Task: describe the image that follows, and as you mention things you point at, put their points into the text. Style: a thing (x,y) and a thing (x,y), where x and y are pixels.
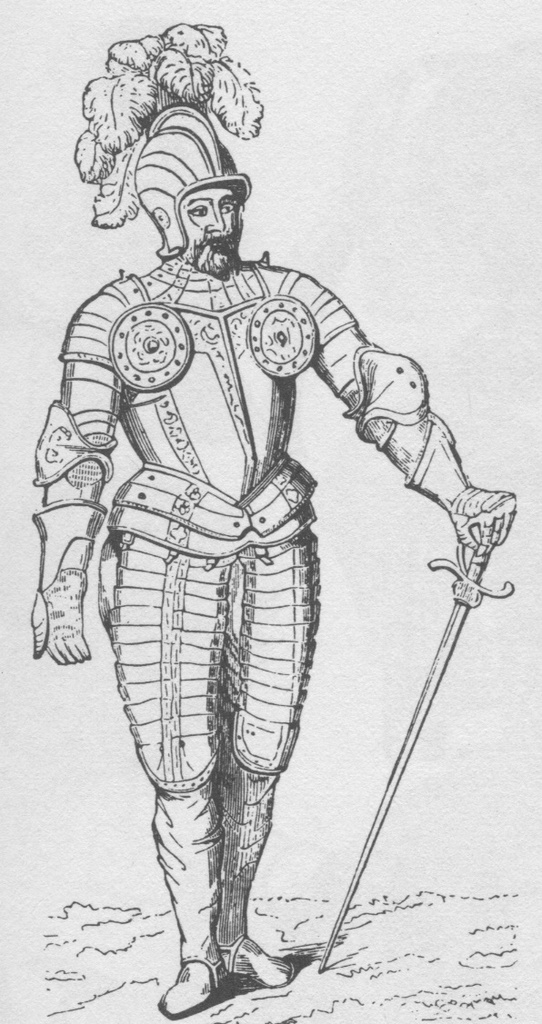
In this picture we can see the painting (303,417) of a man (154,202) who is wearing helmet (154,202), armor (188,393) and holding a sword (459,551).
